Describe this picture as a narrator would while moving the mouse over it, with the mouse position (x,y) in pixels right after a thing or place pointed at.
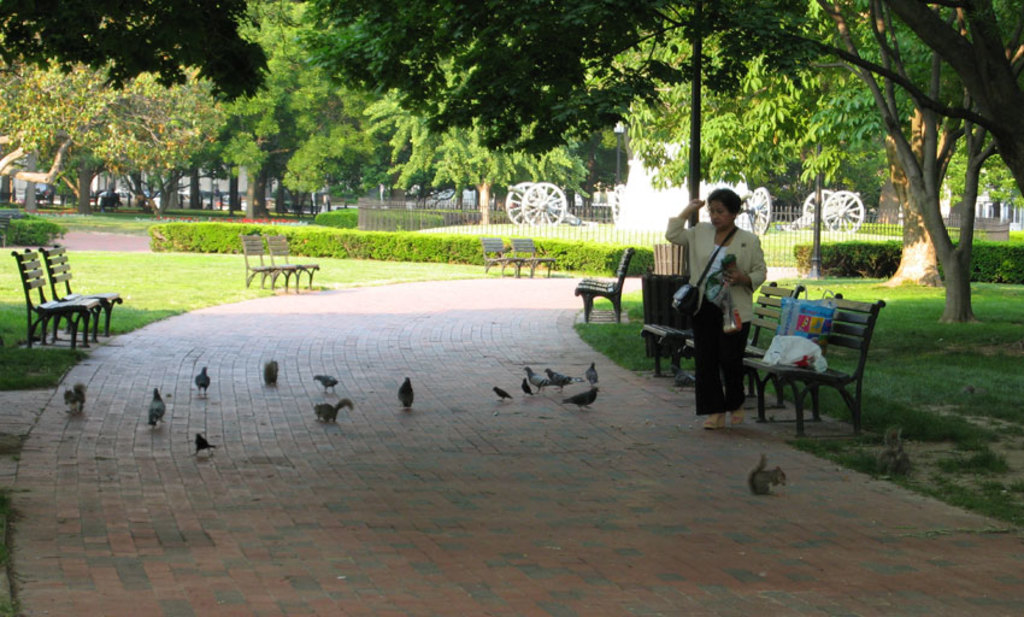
We can able to see trees (760,50), plants (193,244), benches (844,335) and wheels (542,220). This woman (695,201) wore bag (686,306) and standing. On floor (346,492) there are squirrels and birds (162,418). On this bench (771,367) there is a bag (812,352).
